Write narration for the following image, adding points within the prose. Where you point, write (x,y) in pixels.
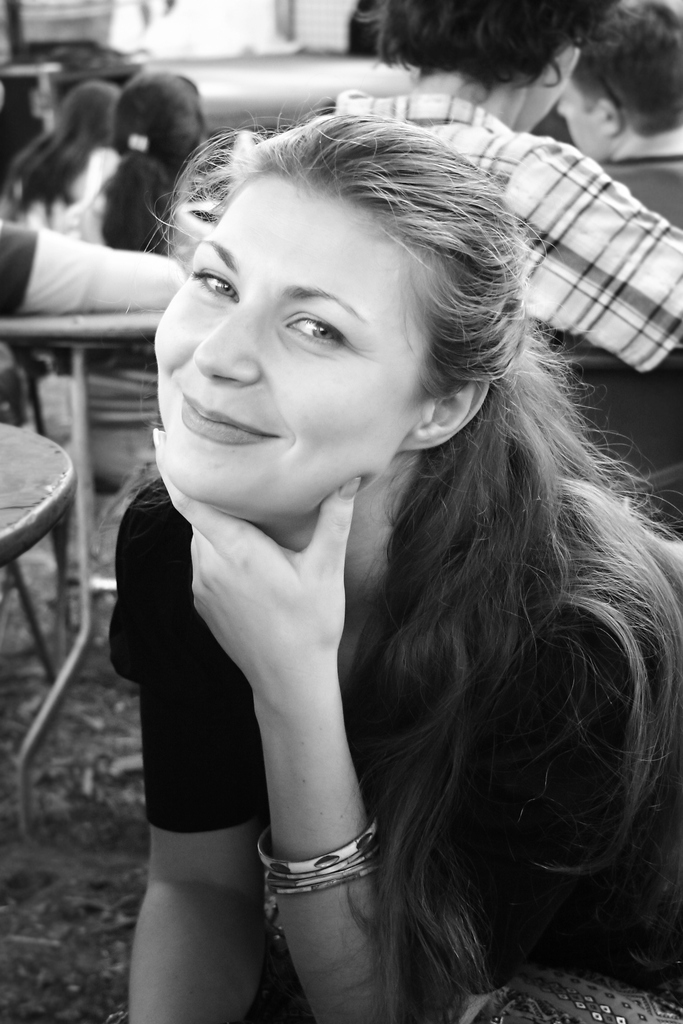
This is a black and white image, where there is a person (253,648) sitting on the chair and smiling, and in the background (108,185) there are group of people (34,237) sitting on the chairs (680,393).
